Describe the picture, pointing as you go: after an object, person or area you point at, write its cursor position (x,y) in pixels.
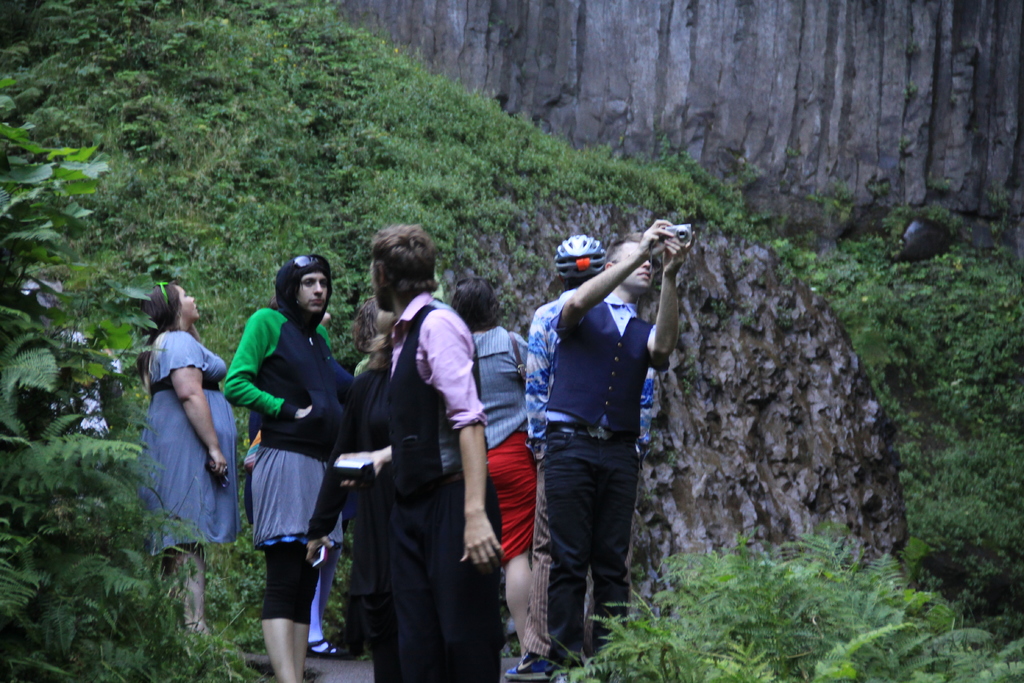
There are group of people (354,453) standing. I think this is a hill (603,175). I can see the trees (57,337) and plants (917,496), which are green in color.
